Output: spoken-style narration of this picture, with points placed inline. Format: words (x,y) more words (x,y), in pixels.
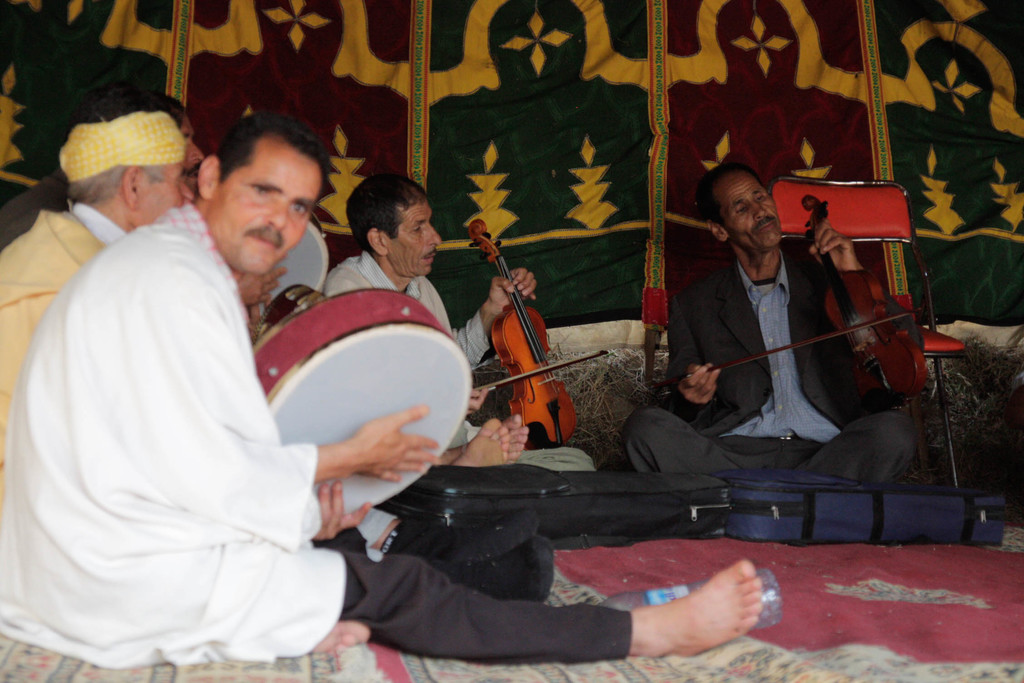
In the image we can see few persons (163,588) were sitting on the floor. The front man (131,587) he is holding drum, the center person's (566,458) he is holding violin (534,424). In front there is a water bottle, in the background (659,189) there is a sheet (677,109).
